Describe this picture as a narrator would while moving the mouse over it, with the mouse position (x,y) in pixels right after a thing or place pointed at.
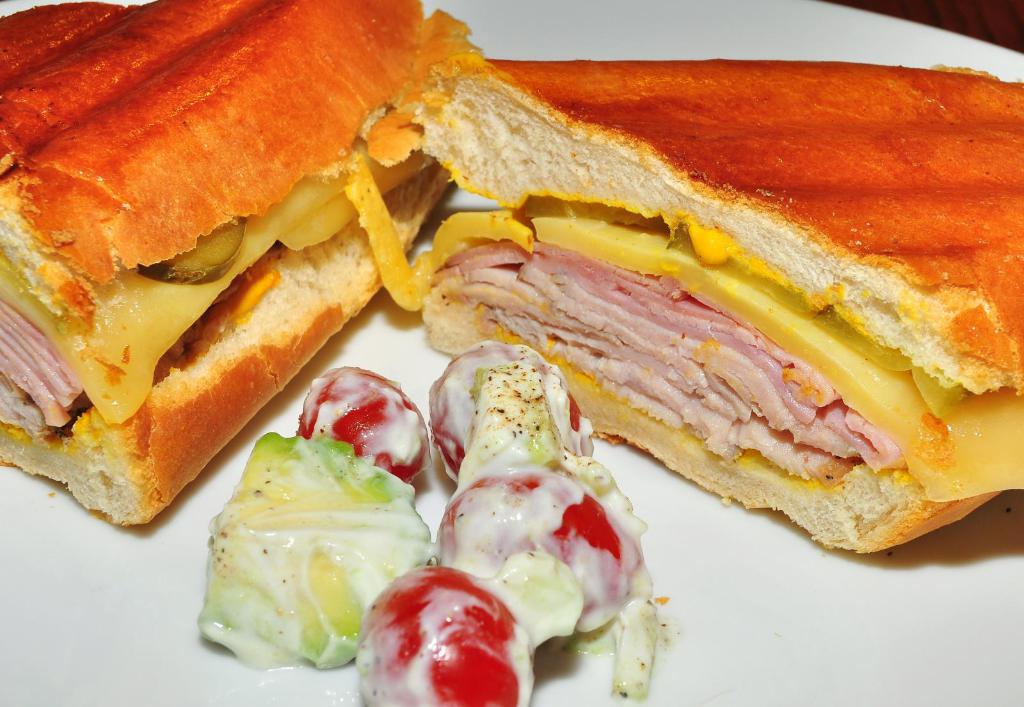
It is a zoomed in picture of a plate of food items (609,213) on the wooden surface (956,19).
